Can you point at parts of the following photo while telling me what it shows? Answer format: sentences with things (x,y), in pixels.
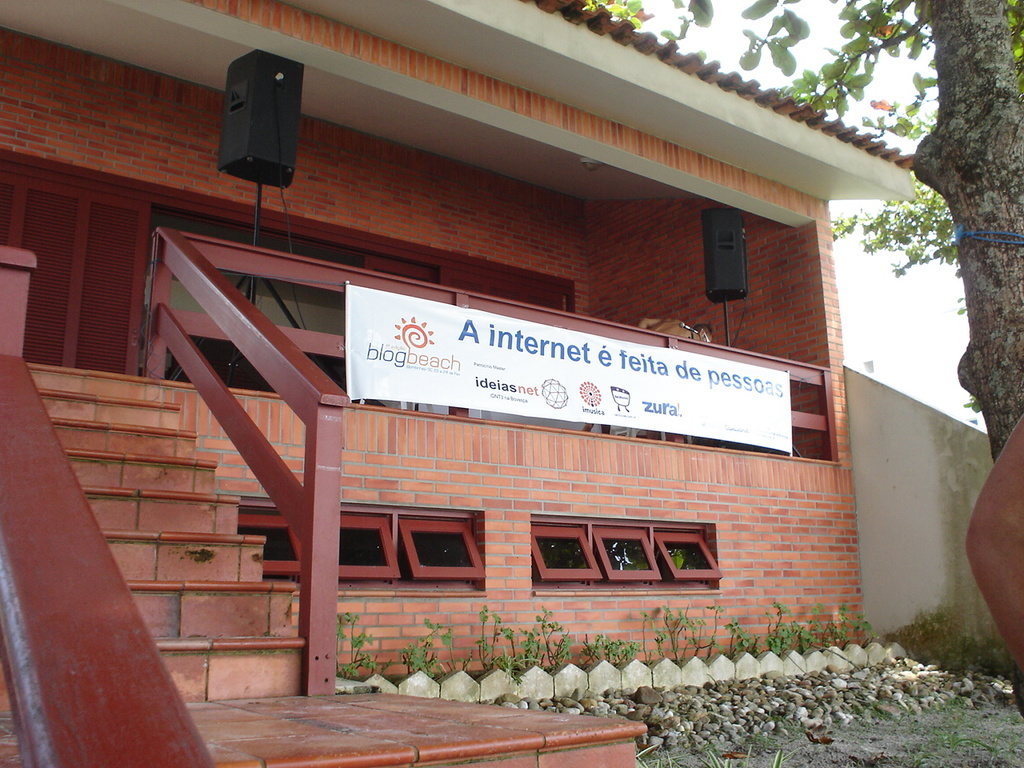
As we can see in the image there is a house (479,267), stairs (158,603), stones (817,707), plants (565,648), banner (559,393), sound box (289,116) and a tree (939,228).
